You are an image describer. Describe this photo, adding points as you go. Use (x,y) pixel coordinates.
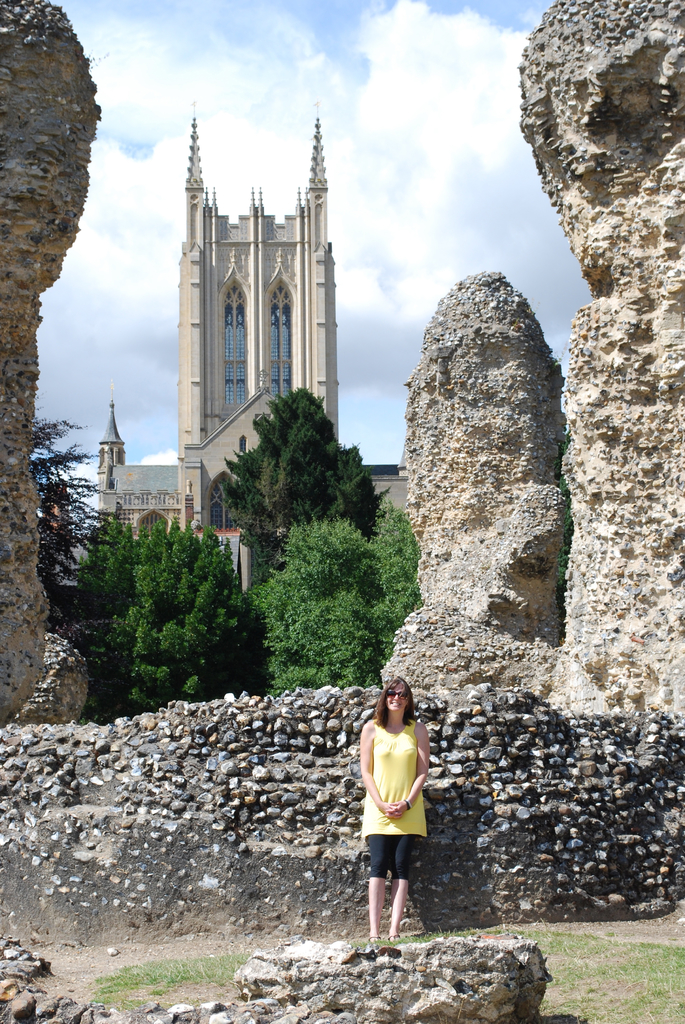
In this image I can see a woman (369,758) is standing. I can see she is wearing yellow colour dress (389,787). In the background (145,619) I can see few trees (214,542), a building (206,396), clouds (345,294) and the sky (297,190).
